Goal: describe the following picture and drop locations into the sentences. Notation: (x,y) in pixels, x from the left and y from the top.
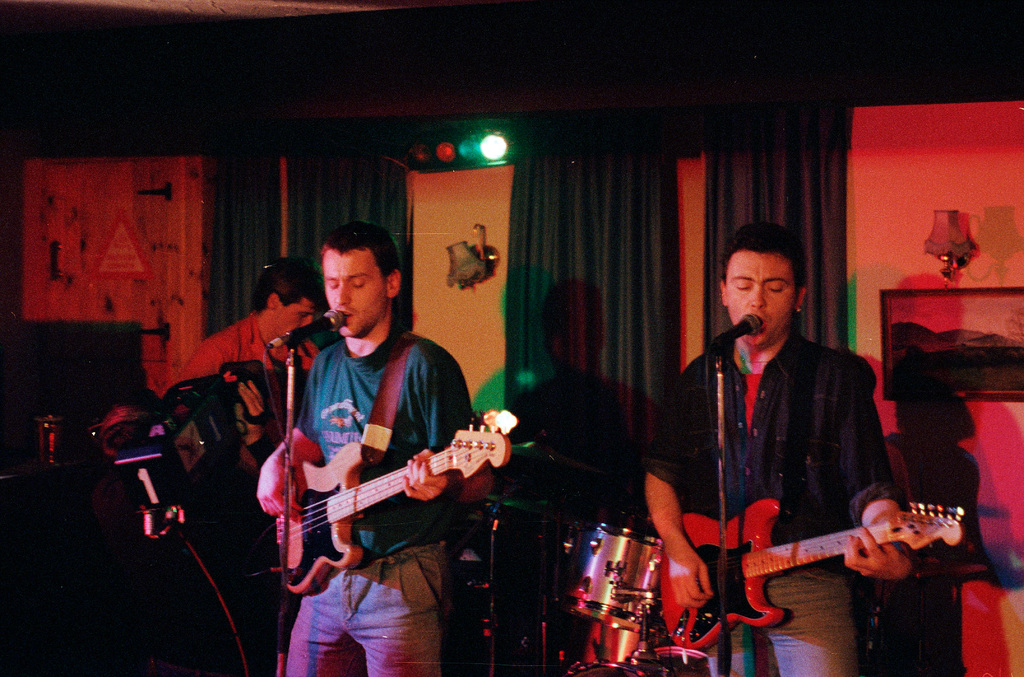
There are two persons (392,507) standing. They are singing song and playing guitars (756,561). Here is the other man (254,343) standing. These are the drums (616,551). At background (606,351) I can see curtains (668,206) hanging. This is the photo frame (905,301) attached to the wall (874,268). These are the lamps (490,259) attached to the wall (914,208).
